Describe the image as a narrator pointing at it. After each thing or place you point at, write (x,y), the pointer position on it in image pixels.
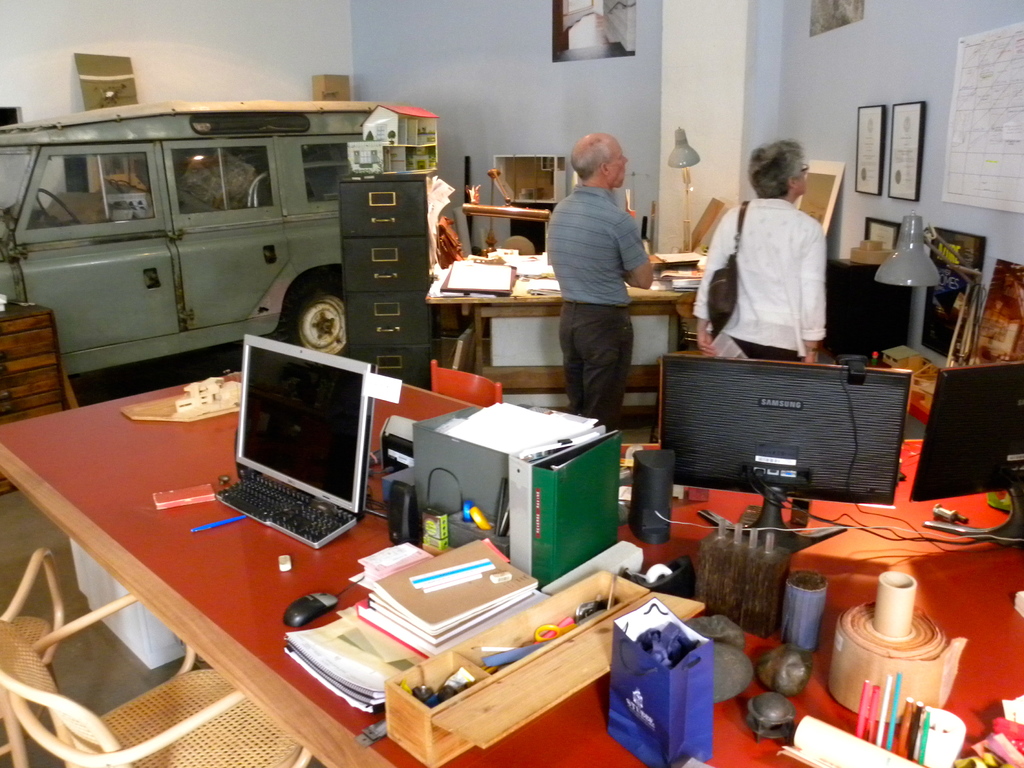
On this tables (946,612) there are books (466,620), monitors (974,426), keyboard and things (953,517). Certificates (904,136) on wall (858,93). These two persons (748,273) are standing. Far there is a vehicle (260,190). Above this cupboard (413,215) there is a toy-house (420,168).
